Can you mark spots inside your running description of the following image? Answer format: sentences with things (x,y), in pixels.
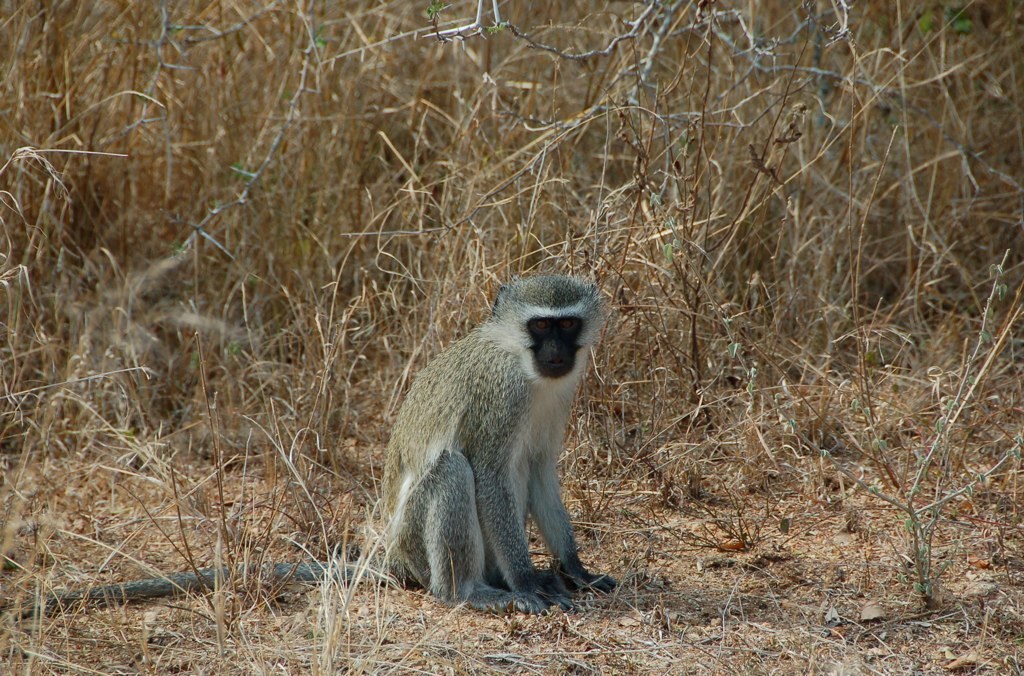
In this picture we can see an animal (552,338) on the ground (718,523) and we can see grass (89,394) in the background (4,407).
